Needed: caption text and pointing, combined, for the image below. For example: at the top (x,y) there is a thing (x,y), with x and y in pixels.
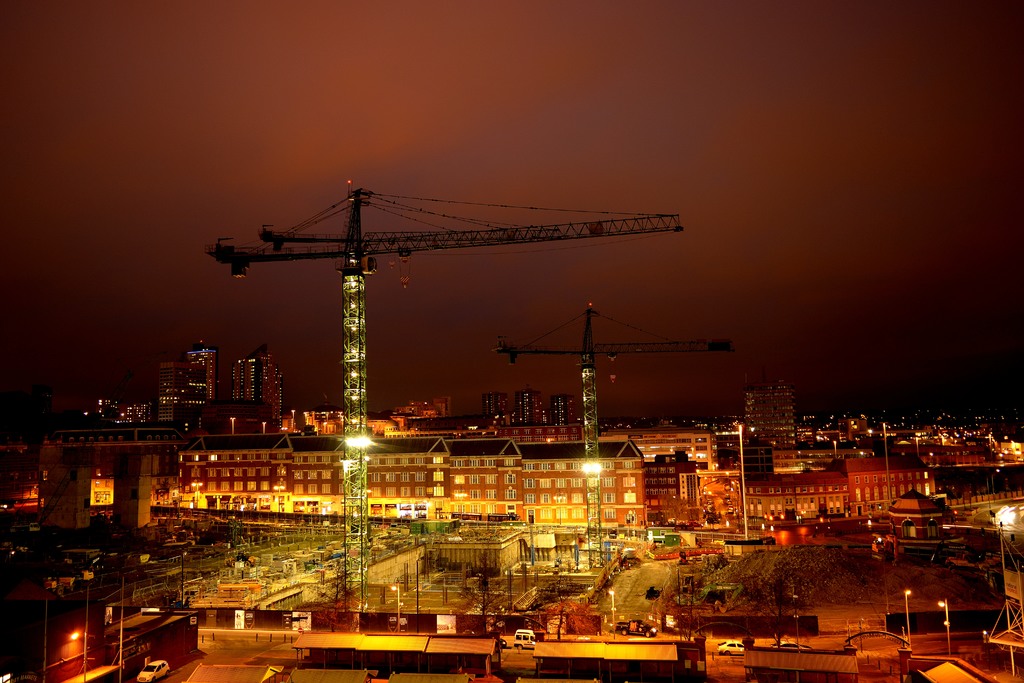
In this image, we can see so many buildings (222,666), houses (865,505), poles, towers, lights (999,511), trees (479,592), walls (114,508) and windows (441,458). Background (971,11) there is a sky (420,79).
